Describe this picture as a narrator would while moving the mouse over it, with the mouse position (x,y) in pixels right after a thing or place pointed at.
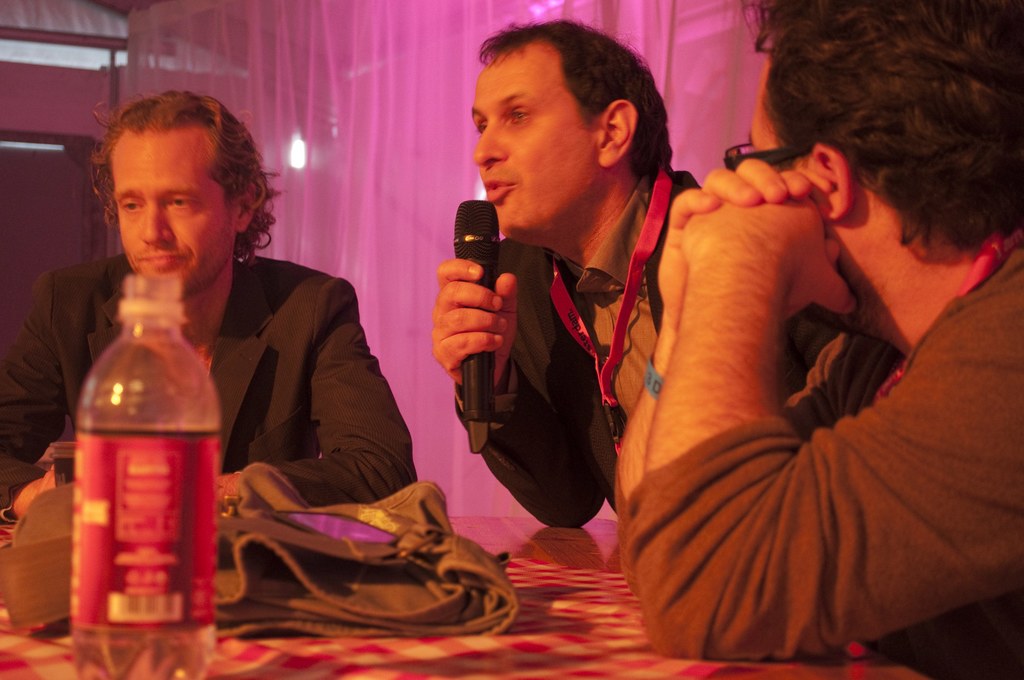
in this image there are three person (256,226). On the right (911,258), there is man (911,272) who is looking to this person (552,170). In the center of the image (563,247) there is a person (567,279) who is holding a mic (488,208) and bend over to the table (568,566). On the left (263,232) there is an another person (249,343) who wearing a blazer (271,389). On the table (555,602) we can see a jacket (354,590) and a water bottle (170,511). On the background (361,148) there is a cloth (375,105).
